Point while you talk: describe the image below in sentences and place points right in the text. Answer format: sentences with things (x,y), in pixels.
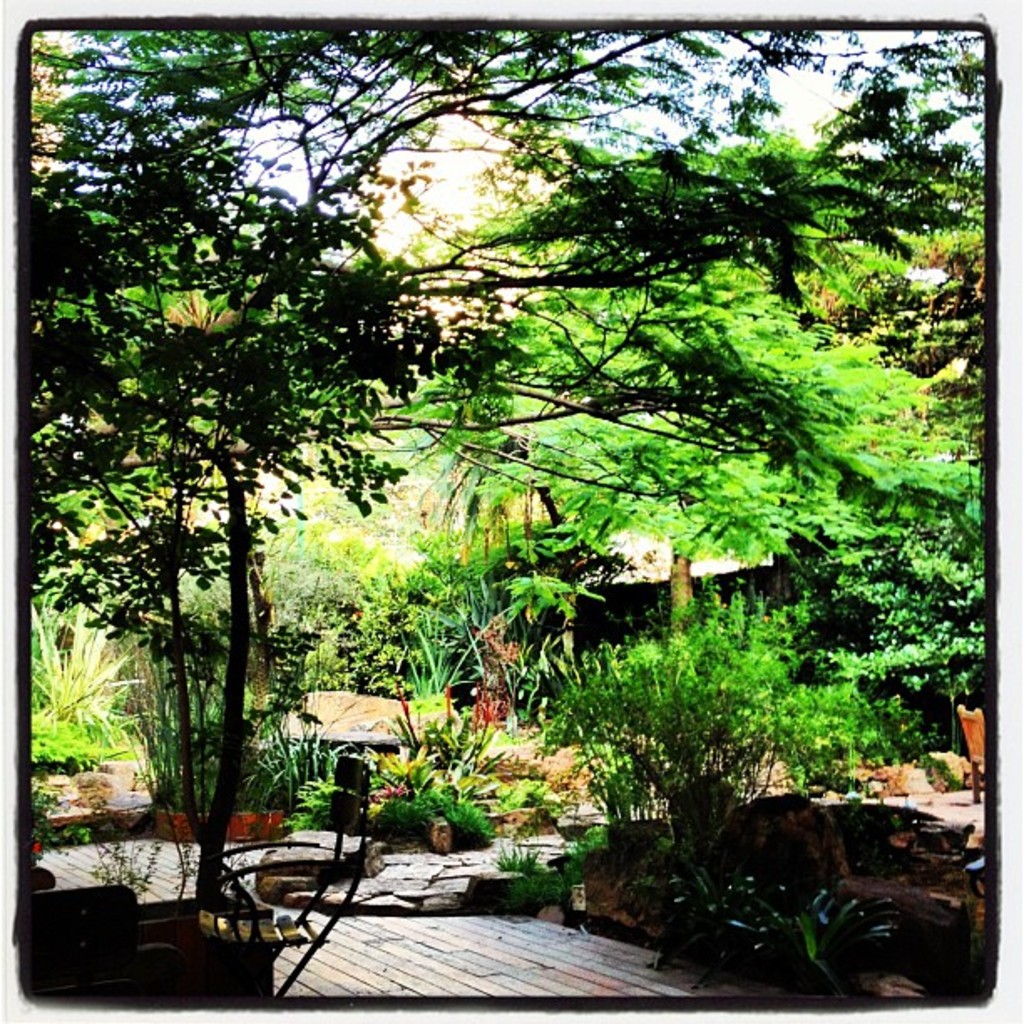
In this image there are chairs (129,927), plants (441,786) and trees (270,408).
